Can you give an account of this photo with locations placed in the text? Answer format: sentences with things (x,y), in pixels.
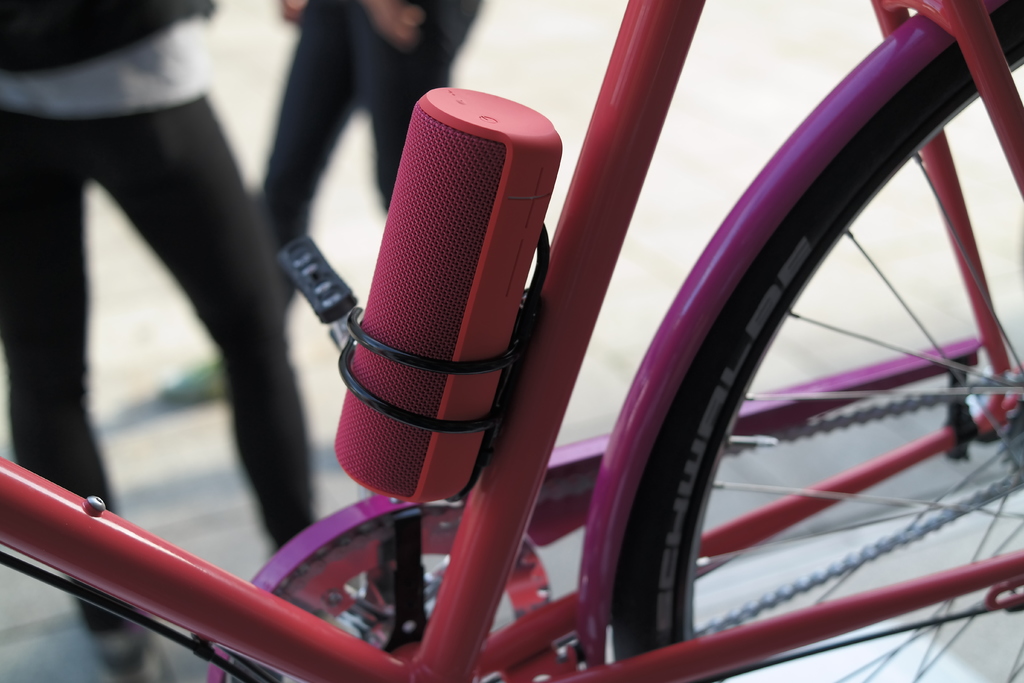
In the picture there is a bicycle (392,642) present, beside the bicycle (863,97) there are people (150,244) present.
